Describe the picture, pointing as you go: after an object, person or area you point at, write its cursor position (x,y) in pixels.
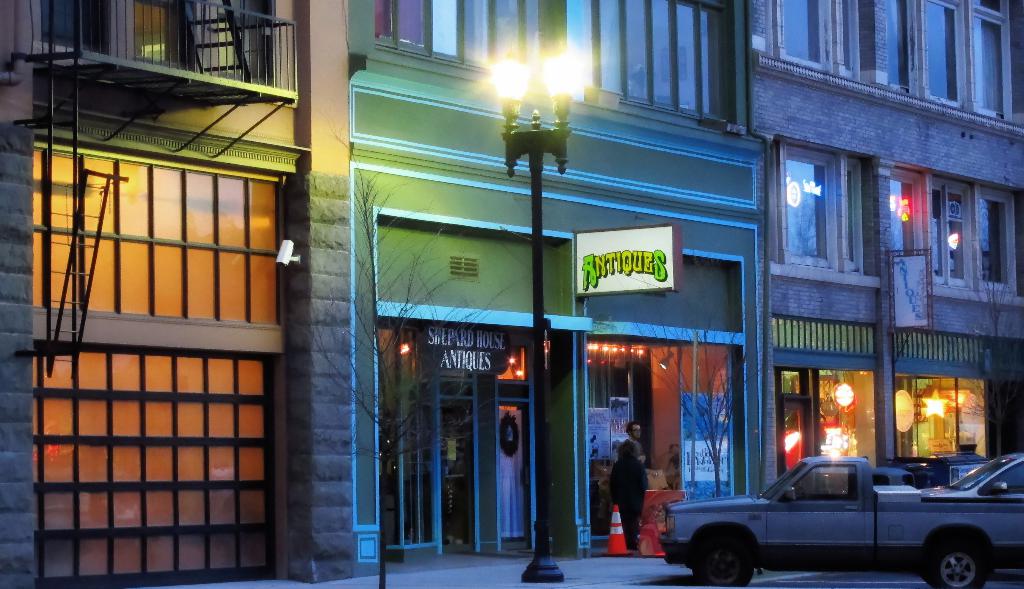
In this image, we can see a building (491,114) and there is a railing (183,50), lights (549,144), windows (906,185), boards (706,455), poles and at the bottom (624,470), we can see a person (637,515) standing, traffic cone (612,527) and some vehicles (719,513) are on the road (651,576).
